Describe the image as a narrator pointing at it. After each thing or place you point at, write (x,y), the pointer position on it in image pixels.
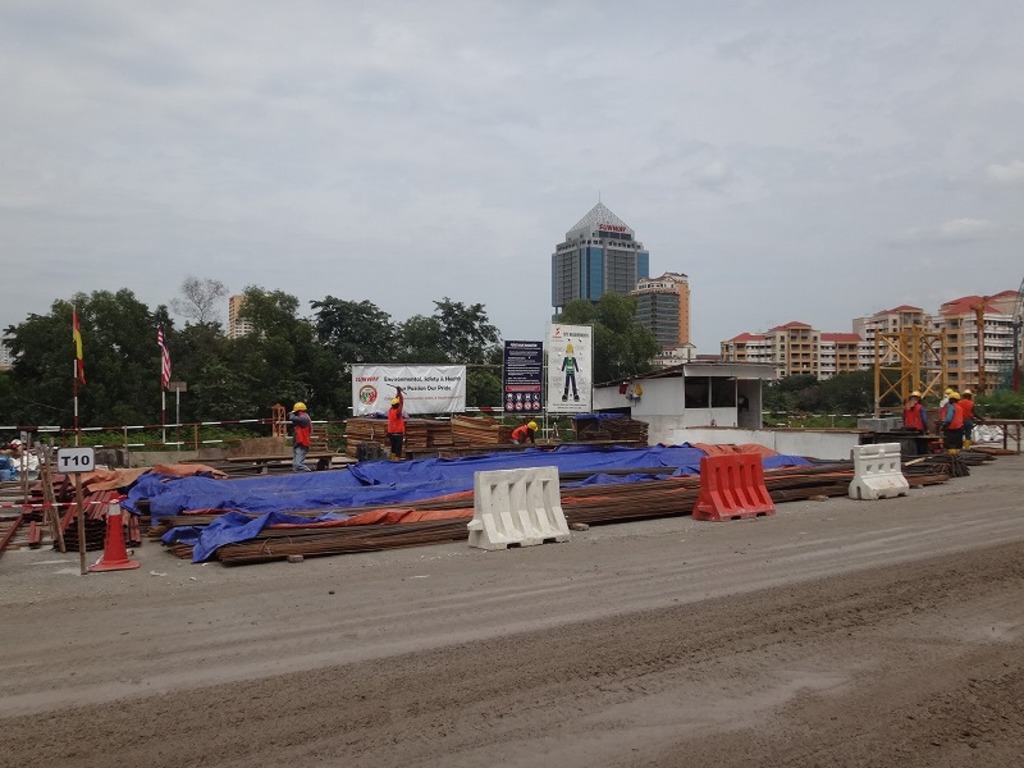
In this image, there is an outside view. There are some buildings (787,335) on the right side of the image (848,340). There are some trees (198,355) and flags (79,334) on the left side of the image (130,362). There are rods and dividers (701,506) in the middle of the image (509,493). In the background of the image (582,48), there is a sky (197,208).
